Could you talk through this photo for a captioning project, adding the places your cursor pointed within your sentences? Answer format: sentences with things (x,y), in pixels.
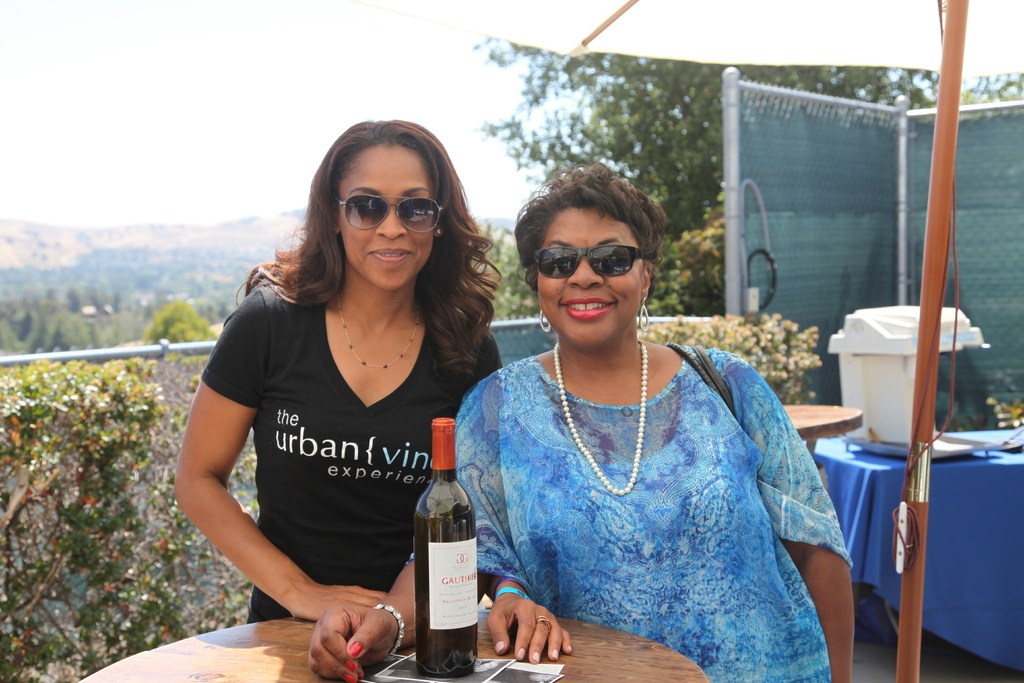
Two women (366,301) are posing to camera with wine bottle (459,510) on a table (281,653) in front of them.
